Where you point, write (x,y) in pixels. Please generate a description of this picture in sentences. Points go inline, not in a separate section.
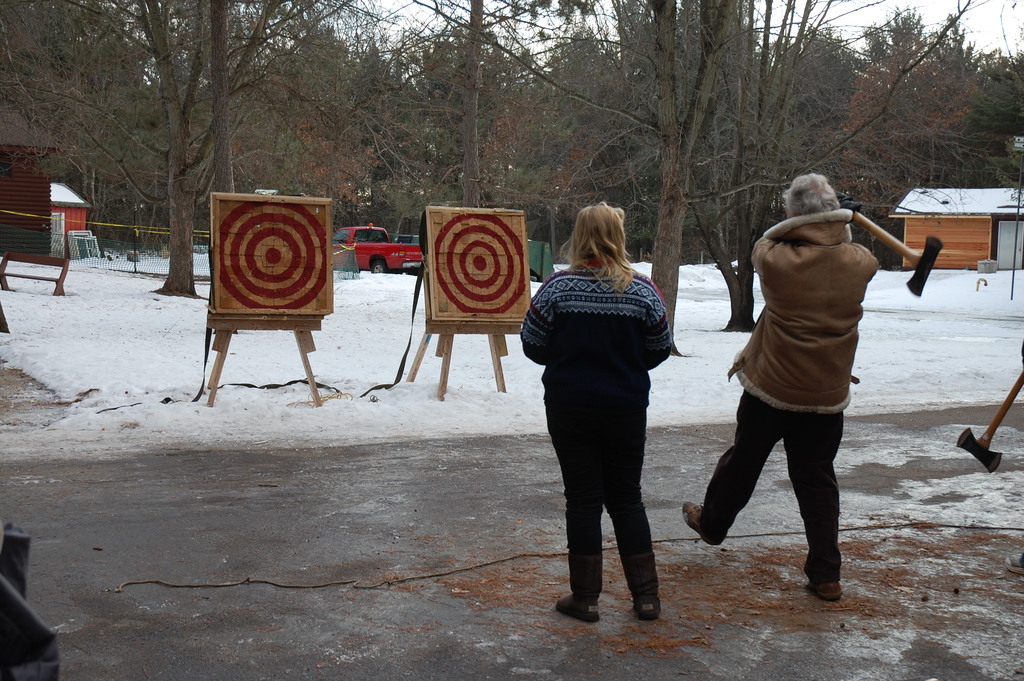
This image consists of two persons (634,335). To the right (785,266), the person (761,266) is throwing axe (901,255) on the board (444,240). At the bottom (369,504), there is a road (247,570) along with the snow (180,373). In the background (143,140), there are trees (399,123) and small houses (1007,201).
